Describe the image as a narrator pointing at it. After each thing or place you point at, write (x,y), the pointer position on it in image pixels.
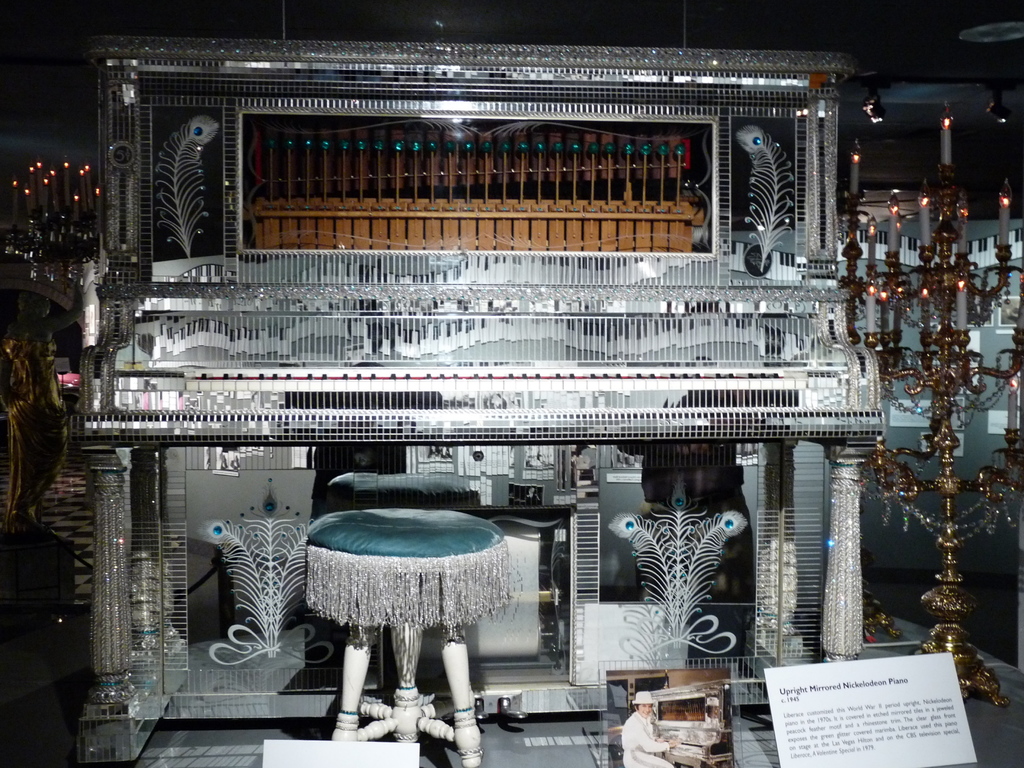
In this image in the front (374,590) there is a stool (386,593) and in the center (370,319) there is a musical instrument (425,362). On the right side (892,261) there are stands (927,258) and in the front (685,731) there is a photo image (671,736) and on the right side (827,722) there is a paper (881,733) in which some text (872,725) is written on it.
